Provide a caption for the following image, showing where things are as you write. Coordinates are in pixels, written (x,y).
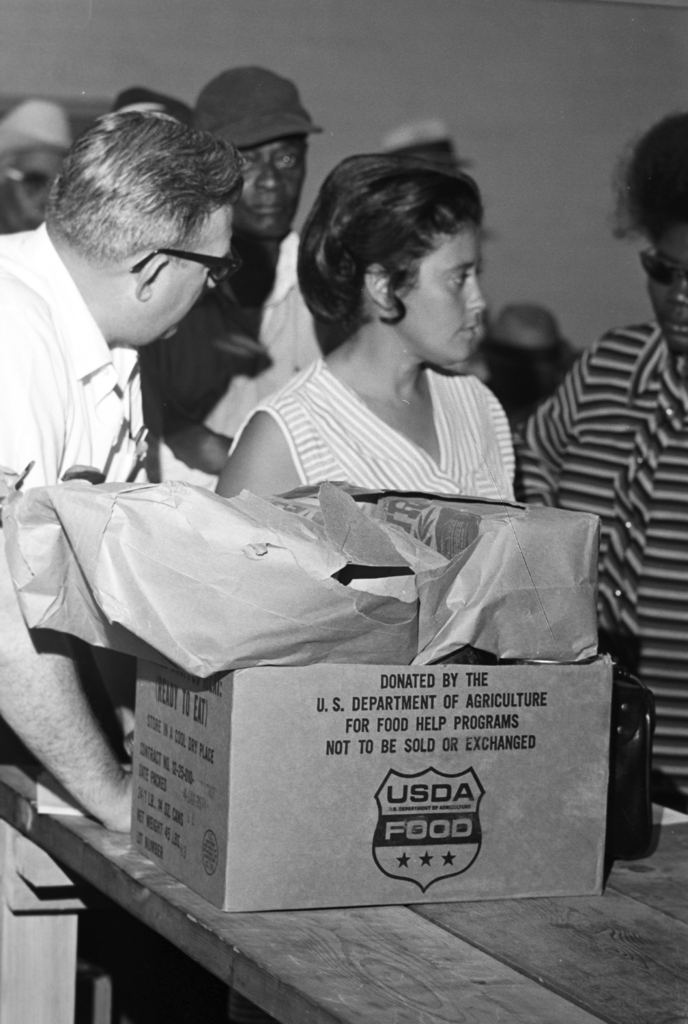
This is a black and white image. In this image we can see some people (288,464) standing beside a table (523,925). We can also see some cardboard boxes (361,887) placed on the table (524,938).
